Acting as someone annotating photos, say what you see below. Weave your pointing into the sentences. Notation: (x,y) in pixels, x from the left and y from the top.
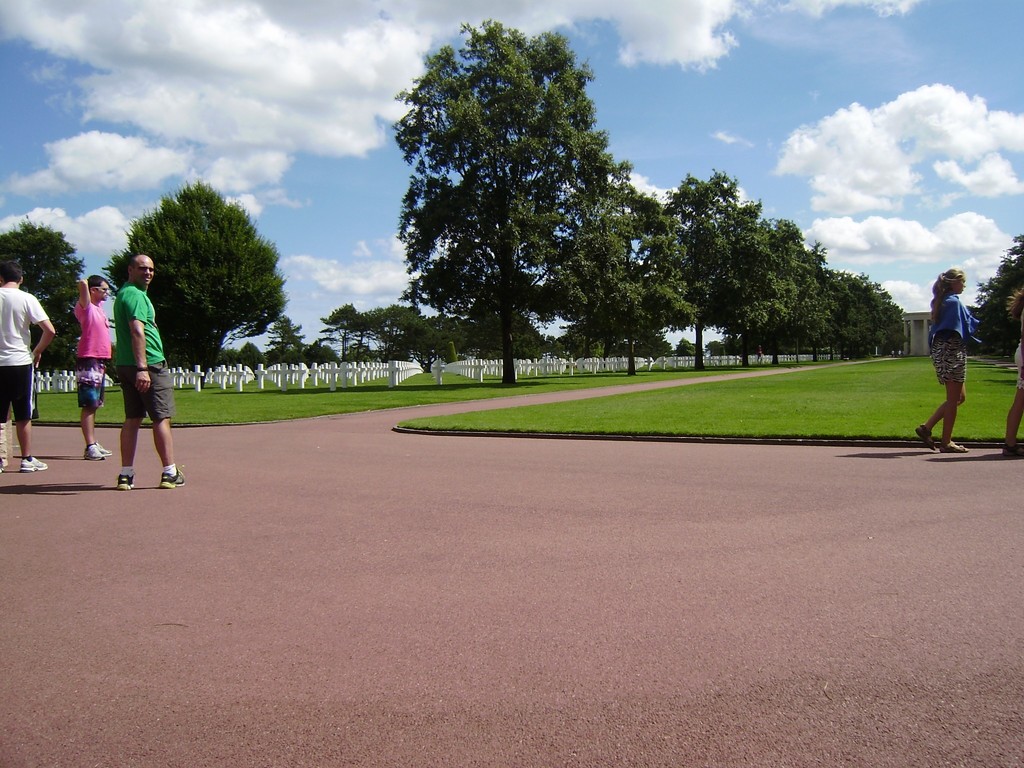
There are three men (124,354) standing and a woman (939,362) walking. This is the grass (550,387). I think this is a graveyard (249,369). These are the trees (154,252). I can see the clouds (862,161) in the sky (342,34). On the very right corner of the image (1014,404), I can see another woman (1012,420) standing.
